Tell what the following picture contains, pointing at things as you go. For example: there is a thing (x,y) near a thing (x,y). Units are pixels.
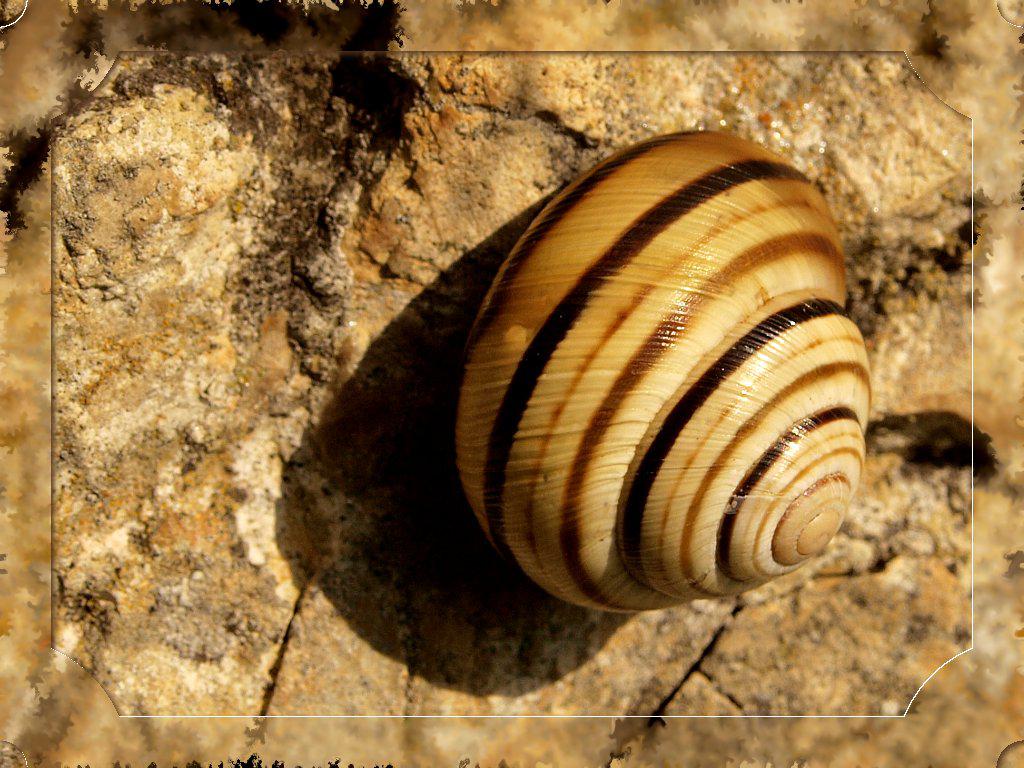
In the foreground of this edited image, there is a shell (609,372) on the stone surface (412,292).
